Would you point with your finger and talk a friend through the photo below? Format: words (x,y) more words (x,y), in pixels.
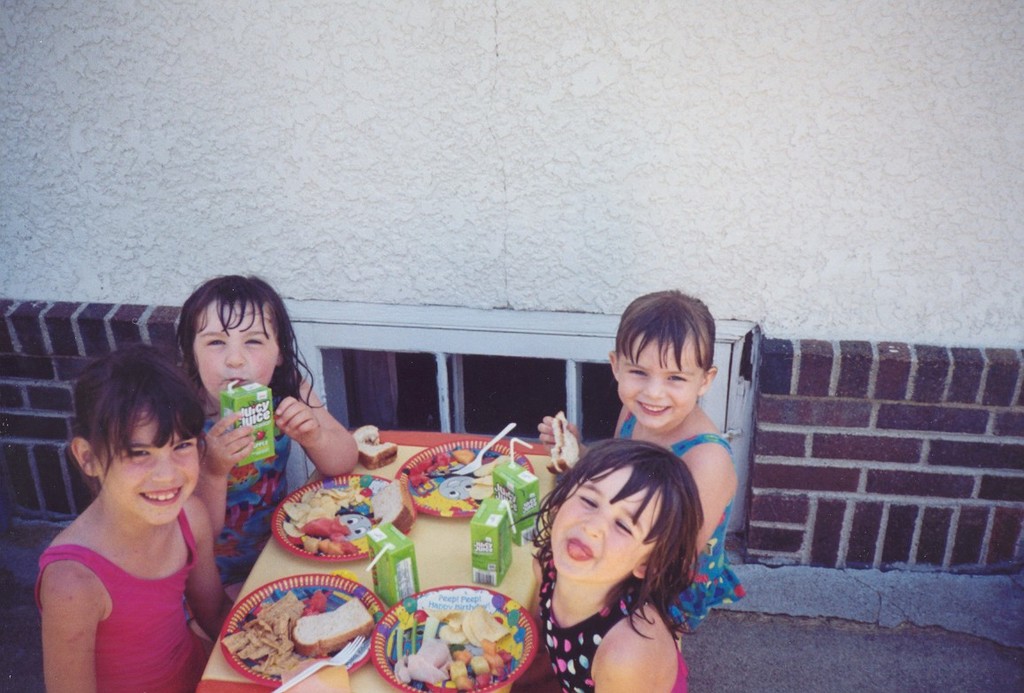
In the image there are four kids (64,671) sitting around the table (419,536) and there are some food items (332,636) and juices (381,592) served on the table (420,565), all the kids (154,478) were smiling and posing for the photo and behind them there is a wall (806,215) and there is a window (445,402) in between the wall (794,401).
